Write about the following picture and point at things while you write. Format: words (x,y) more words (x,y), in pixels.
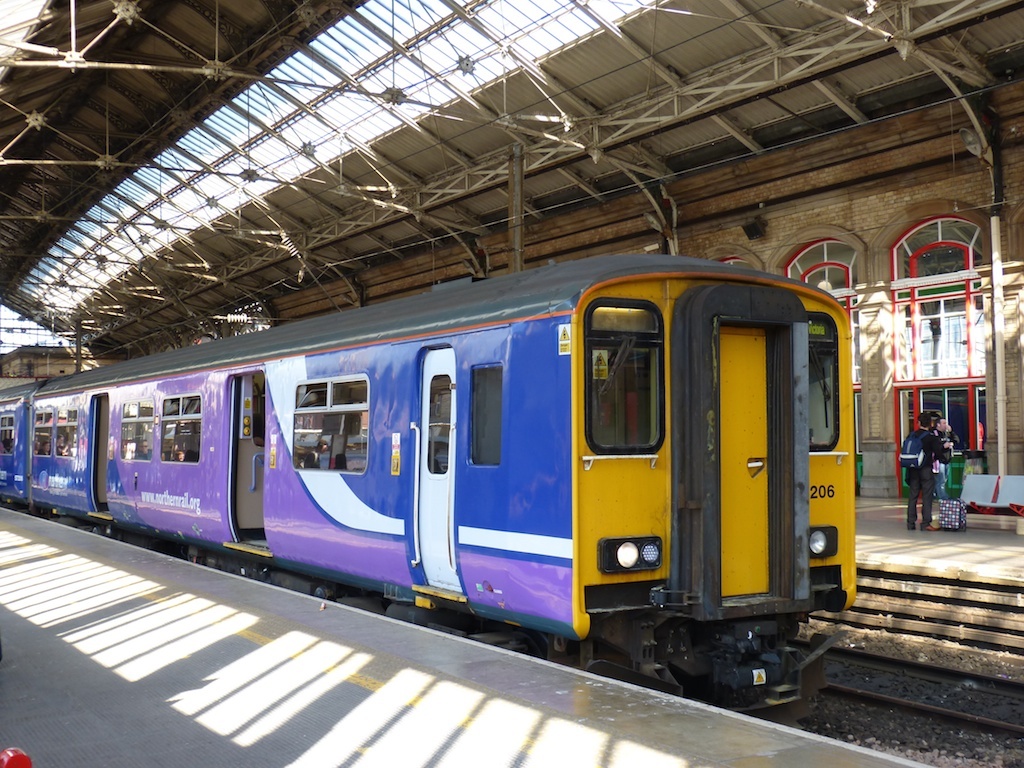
This picture is taken inside the railway station (596,692). In this image, in the middle (523,312), we can see a train (632,379) which is in blue and yellow color is standing on the railway track (879,681). On the right side (938,496), we can see a group of people (917,444) wearing a backpack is standing on the land (999,539) and on the right side (928,300), we can see a glass window (972,316). At the top (138,176), we can see a roof (367,229), at the bottom (911,569), we can see a land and a railway track (979,720) with some stones (939,746).
